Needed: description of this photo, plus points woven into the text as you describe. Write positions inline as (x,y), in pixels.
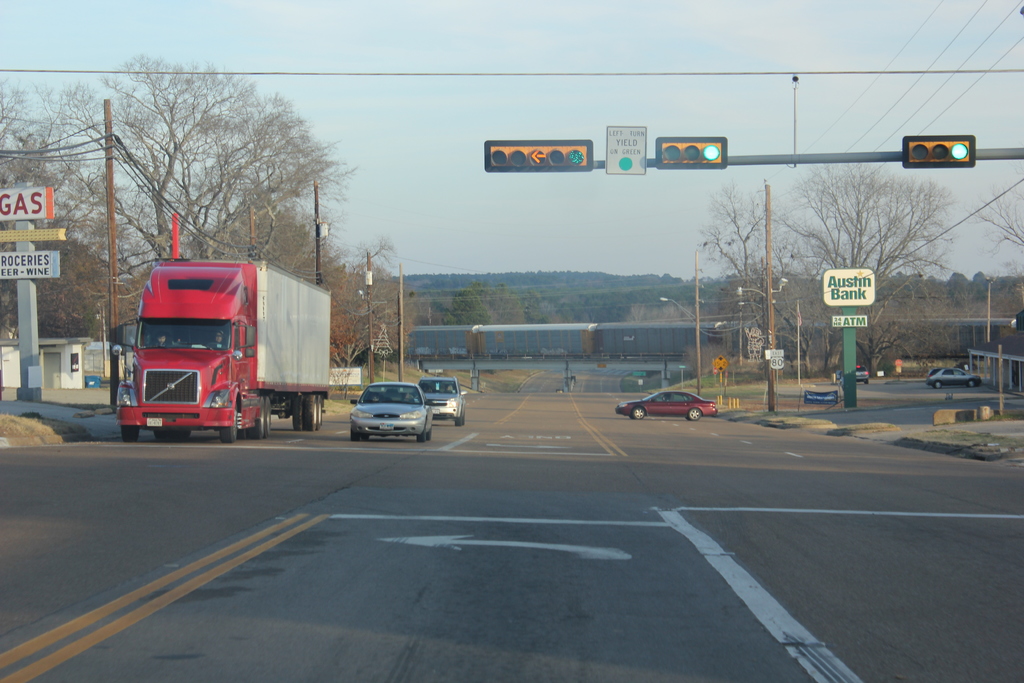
In this image we can see some vehicles (676,402) parked on the ground (532,396), poles (23,283) with cables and signboards (35,267) with some text (37,204). In the background (552,352), we can see train wagons (448,343) on track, buildings (66,348) with windows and some traffic lights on a pole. At the top of the image (410,159) we can see the sky (606,66).
